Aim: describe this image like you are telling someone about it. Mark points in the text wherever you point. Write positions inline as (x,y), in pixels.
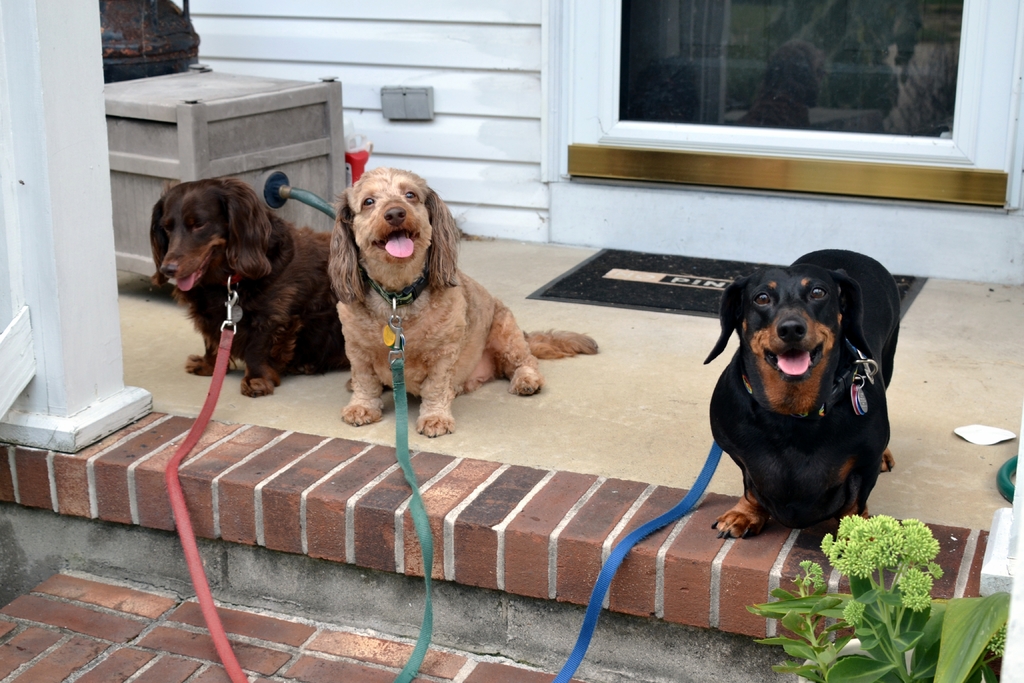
In this picture we can see a few dogs (543,338) on the path (379,485). There are leashes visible on these dogs (193,363). We can see a plant (932,641) on the right side (861,524). There is a doormat (592,273). We can see a box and an object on the left side (327,182). There is a glass (725,103). We can see the reflection (917,70) of these dogs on this glass (911,54).
